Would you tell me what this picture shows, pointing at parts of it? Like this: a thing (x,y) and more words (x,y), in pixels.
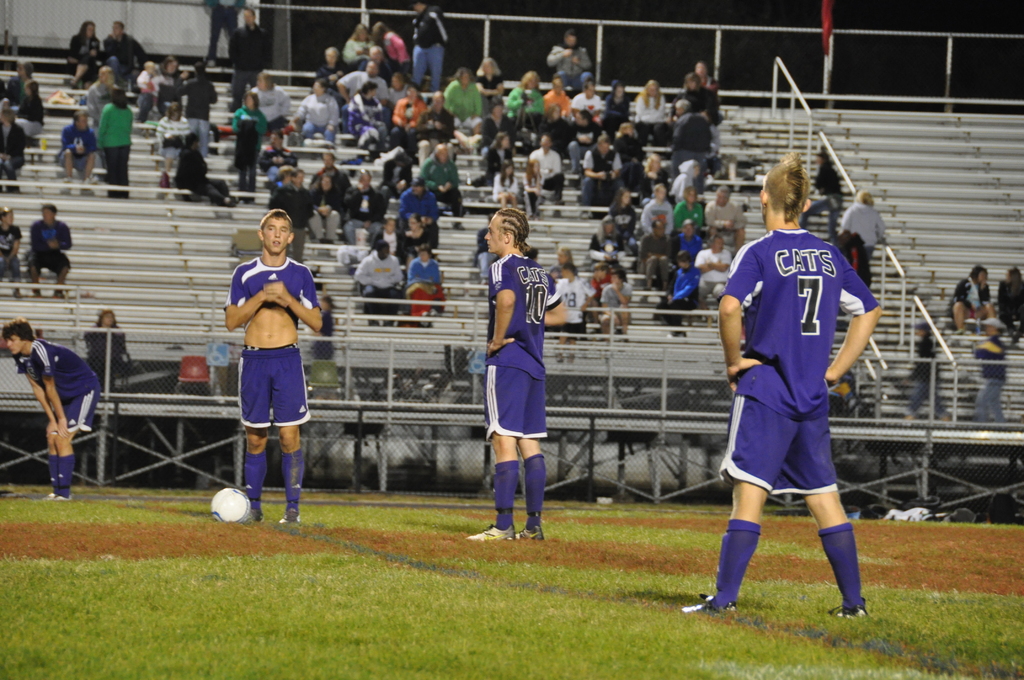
In this image I can see group of people (749,512) standing and they are wearing white and purple color jersey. Background (436,122) I can see few people (362,216) sitting on the stairs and I can also see the railing (561,20).
